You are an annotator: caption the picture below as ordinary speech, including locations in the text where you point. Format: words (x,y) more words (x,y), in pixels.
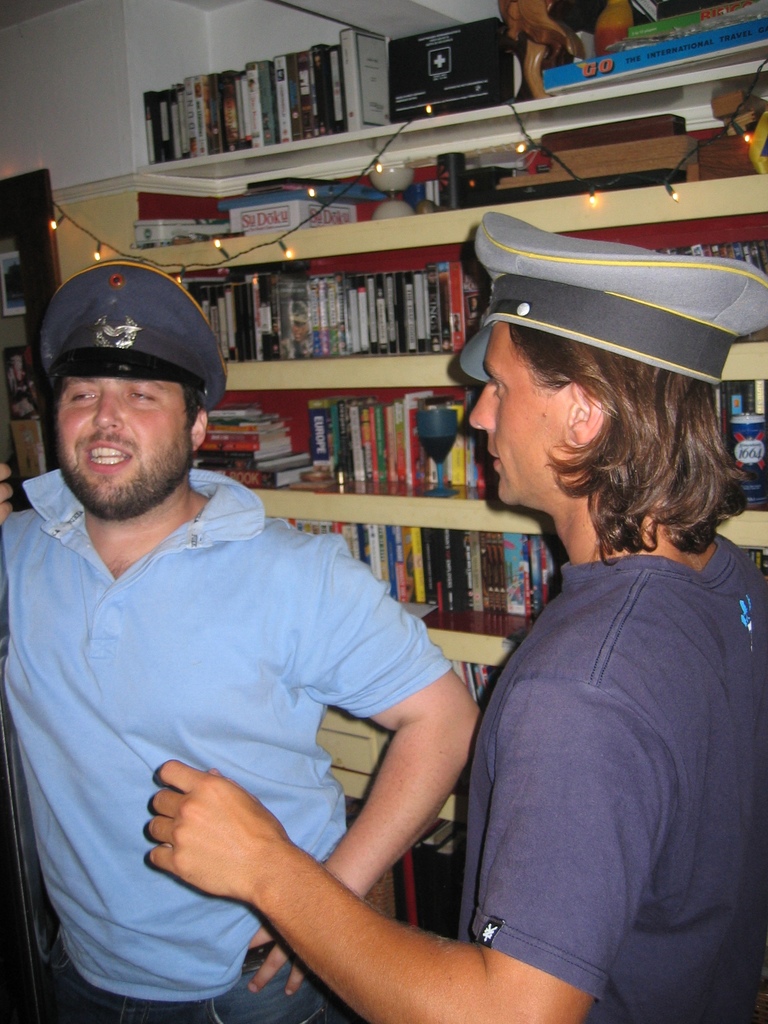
In this image we can see two persons (277,708), they are wearing caps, also we can see some books (753,396), boxes (581,173), and other objects (383,303) on the racks (343,376), there are some serial lights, walls (30,107).
